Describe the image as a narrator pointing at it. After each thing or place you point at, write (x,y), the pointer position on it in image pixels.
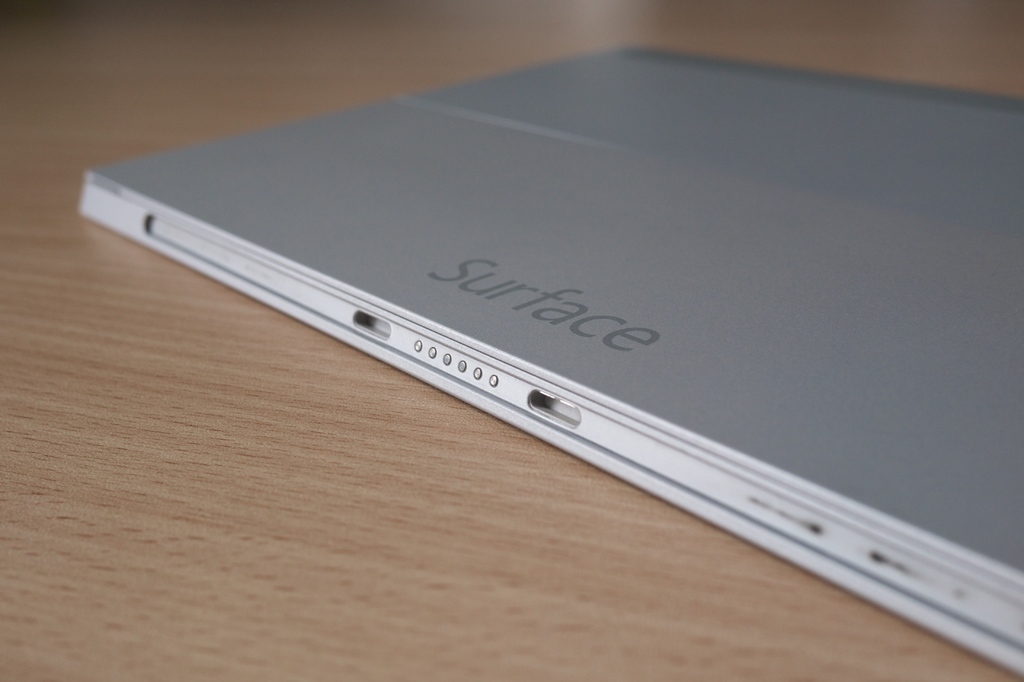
In the image there is a gadget (680,210) kept on a table (390,605).
